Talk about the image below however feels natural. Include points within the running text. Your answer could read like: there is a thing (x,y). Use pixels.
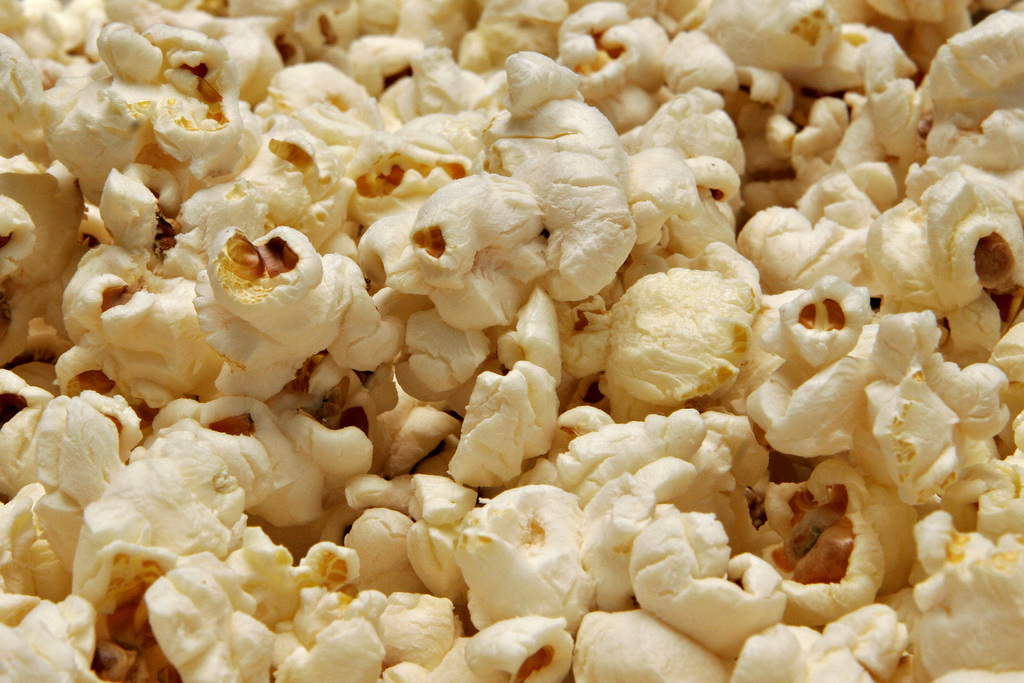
This is the zoom-in picture of popcorn (429,401).
